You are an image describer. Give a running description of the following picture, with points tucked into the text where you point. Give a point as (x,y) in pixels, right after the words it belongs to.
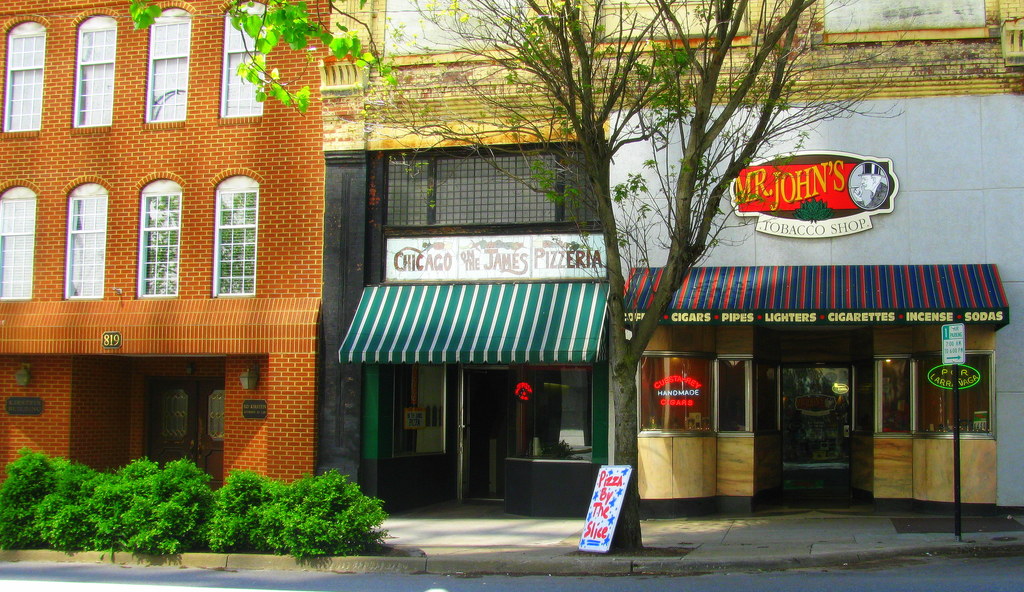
This picture is clicked outside. On the left (151,501) we can see the plants (38,493). In the center (682,249) there is a tree (632,431) and a board (609,502) on which we can see the text (598,506). In the background (563,321) we can see the buildings (963,126) and we can see the text (817,188) on the buildings (97,430).
